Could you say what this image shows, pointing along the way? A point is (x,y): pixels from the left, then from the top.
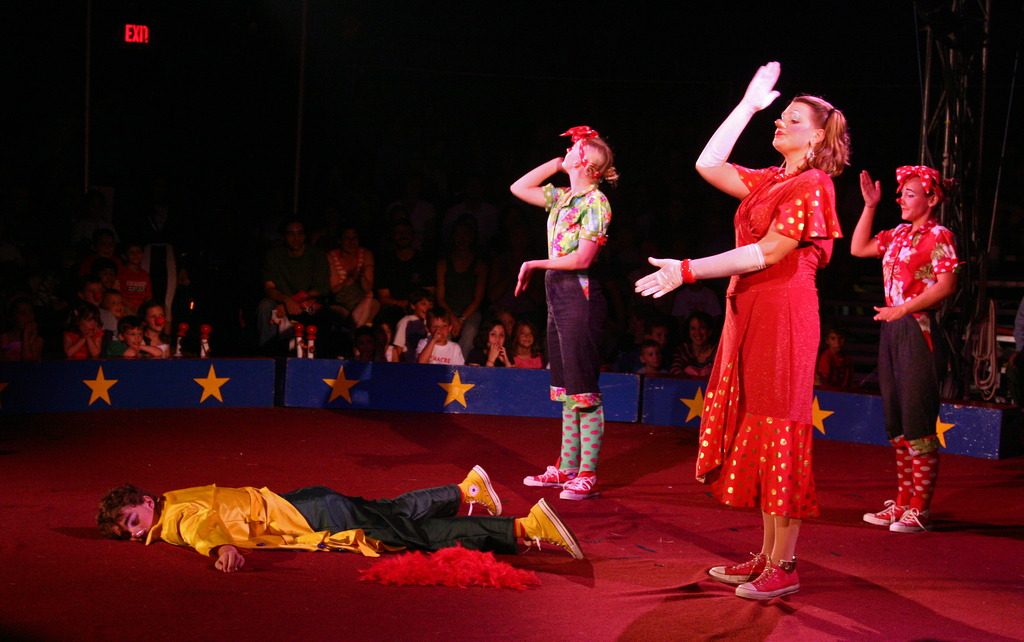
In this image there are three people (791,527) standing on stage (813,529) in front of them there is another person (104,509) sleeping, beside them there are so many people (128,355) sitting on chairs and watching at them.
